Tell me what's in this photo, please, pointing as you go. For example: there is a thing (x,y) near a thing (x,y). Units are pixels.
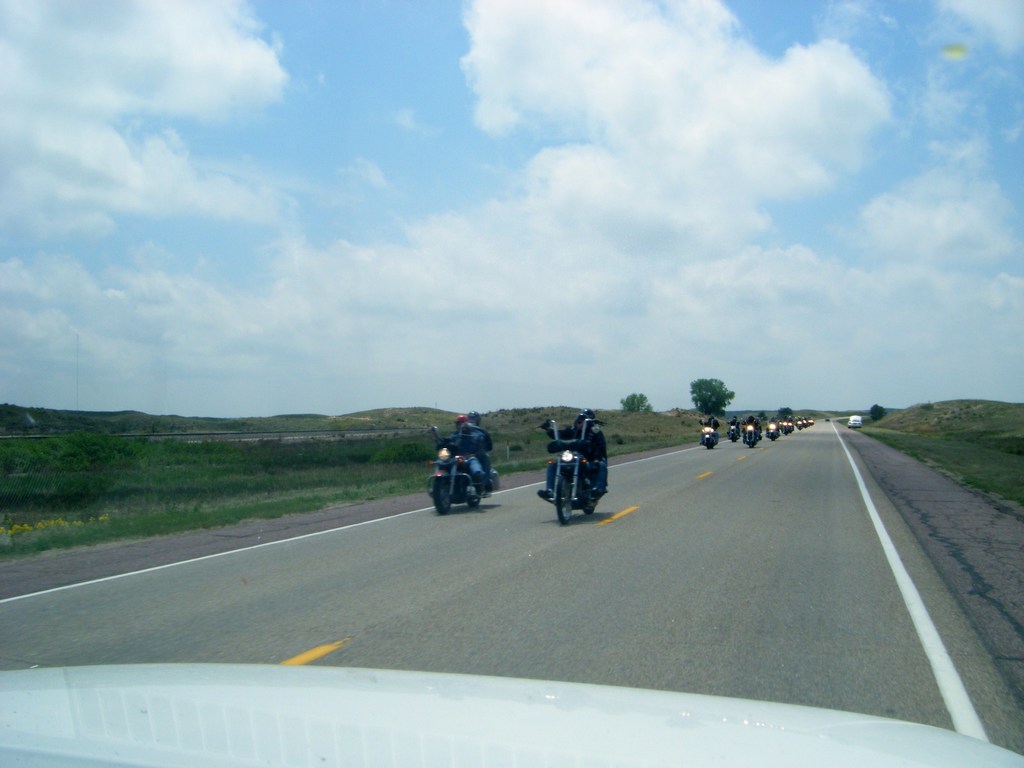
On the bottom (473,753), there is a white surface (449,753). In the background (751,444), there are people (599,486) riding bikes (583,479) on the road (609,579). On either side there is greenery (1016,405). At the top (374,36), there is the sky (555,27) and the cloud (574,25).
